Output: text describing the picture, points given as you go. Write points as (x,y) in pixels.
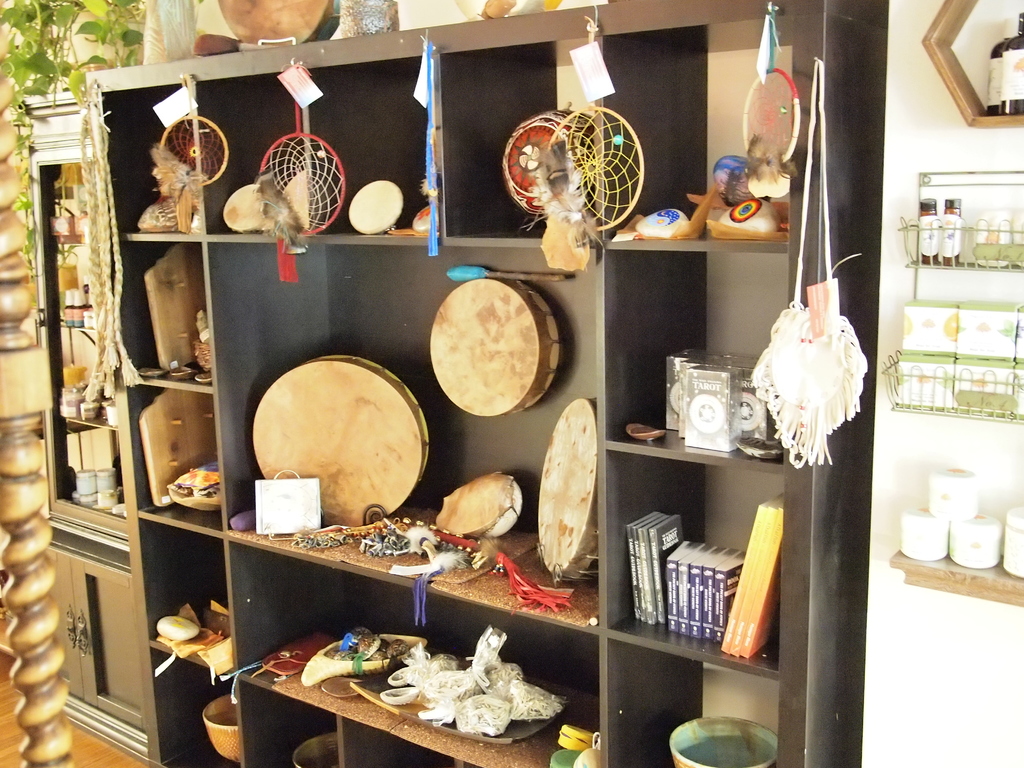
In this image, we can see bottles (1010,93) and boxes (973,340) in the stands (978,229) and there are tags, some decor items (428,191), books (715,603), boards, bags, ropes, containers (216,741) and some other objects (259,200) in the rack (142,486) and we can see a creeper (81,26) and some other objects (37,405). At the bottom (97,741), there is a floor (116,756).
